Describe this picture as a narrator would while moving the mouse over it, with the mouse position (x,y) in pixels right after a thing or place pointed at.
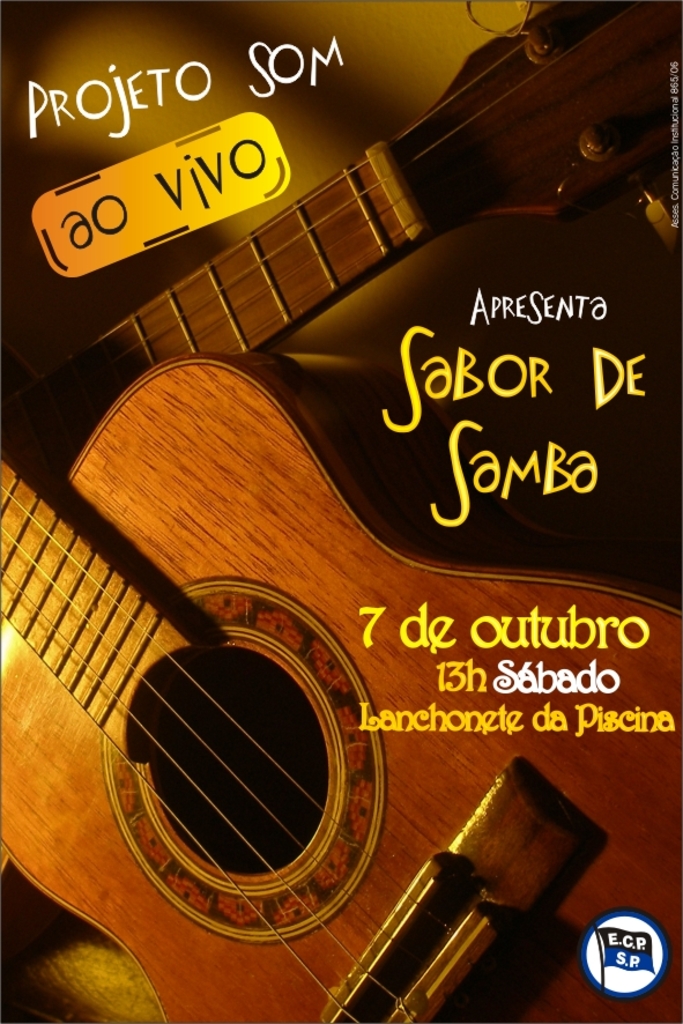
In this picture I can see the poster (275,556). I can see musical instruments (333,524) and texts (433,649).
